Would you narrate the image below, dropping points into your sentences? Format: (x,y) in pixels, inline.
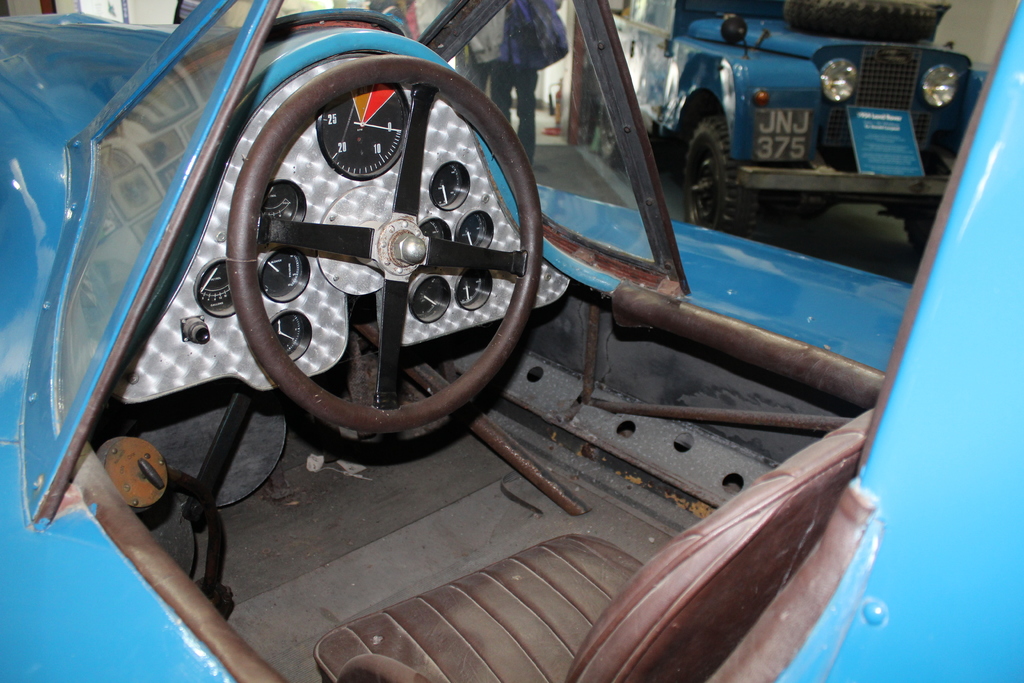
In this image, we can see an inside view of a vehicle (494,454). Here we can see steering (519,266), odometers (434,312), few rods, glass objects (584,175) and seat (573,638). Top of the image (921,150), we can see few people (510,34), vehicle (772,130), wall (960,30), tyre (892,26), board (858,140) and floor (809,216).
